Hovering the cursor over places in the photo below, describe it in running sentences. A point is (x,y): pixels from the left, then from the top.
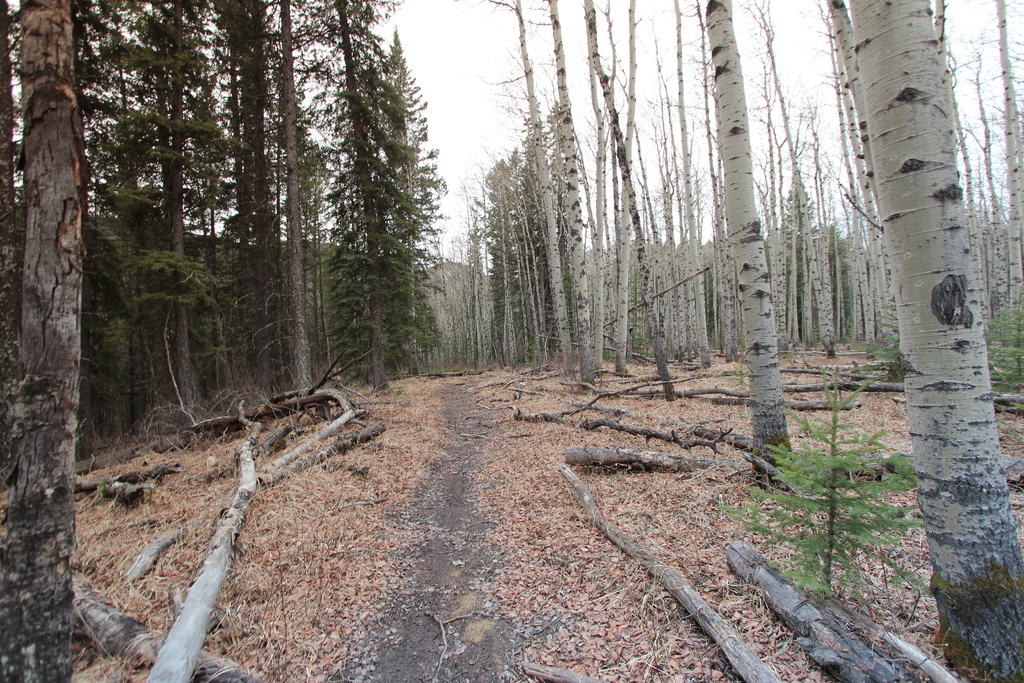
In this picture we can see trees (679,252) on the right side (778,248) and left side (246,212), at the bottom (529,551) there are some leaves (580,570) and wood (691,442), we can see a plant (804,506) on the right side (825,519), there is the sky (507,104) at the top of the picture (483,84).
